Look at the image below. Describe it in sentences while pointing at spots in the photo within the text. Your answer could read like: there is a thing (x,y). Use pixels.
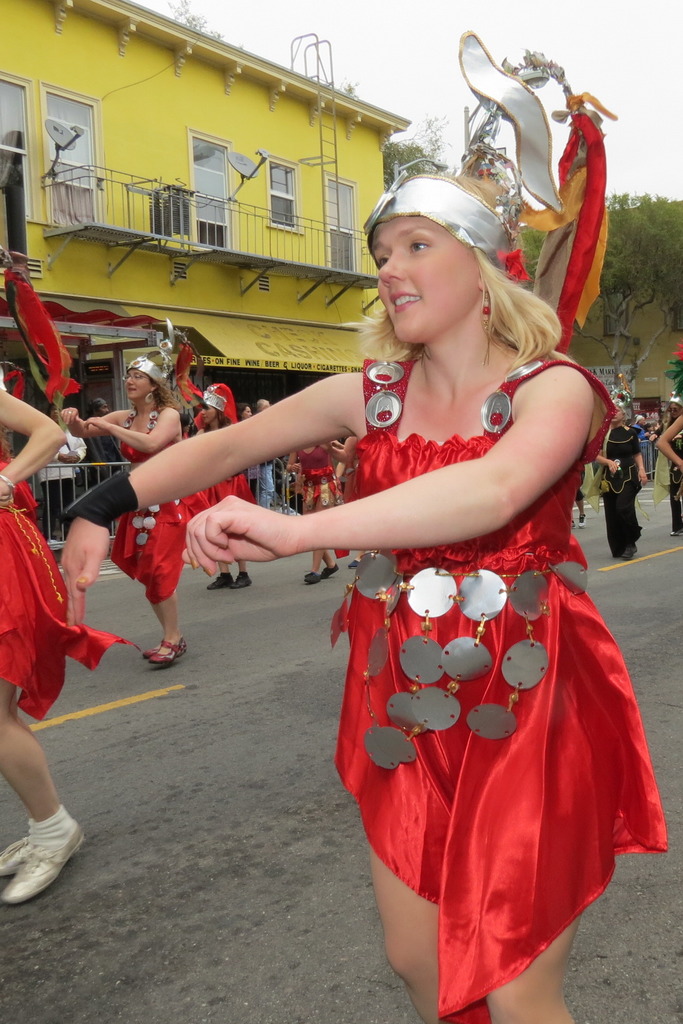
In this image we can see a few people (454,523) wearing crowns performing on the road (294,568), there we can also see a few people (96,440) on the pavement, fences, a building (208,142) with some windows (350,183) and few trees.
